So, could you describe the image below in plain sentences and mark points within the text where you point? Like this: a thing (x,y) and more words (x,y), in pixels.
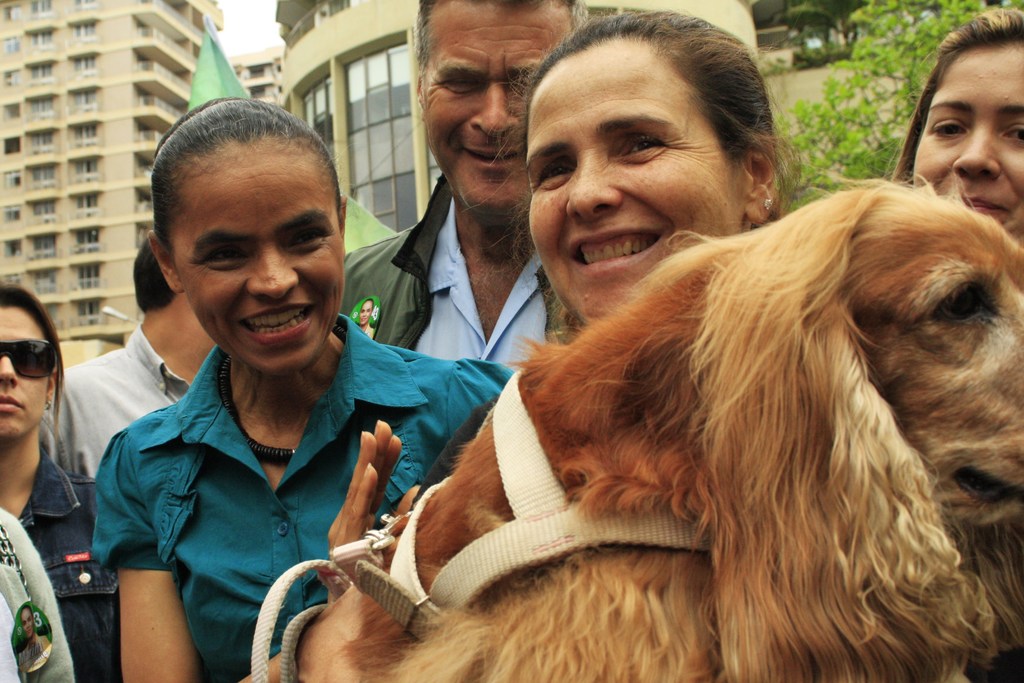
In this image I can see number of people (154,177) where a woman (581,67) is holding a dog (745,251), I can also see smile (257,315) on few faces (551,245). In the background (865,103) I can see few trees (859,99) and few buildings (158,88).
